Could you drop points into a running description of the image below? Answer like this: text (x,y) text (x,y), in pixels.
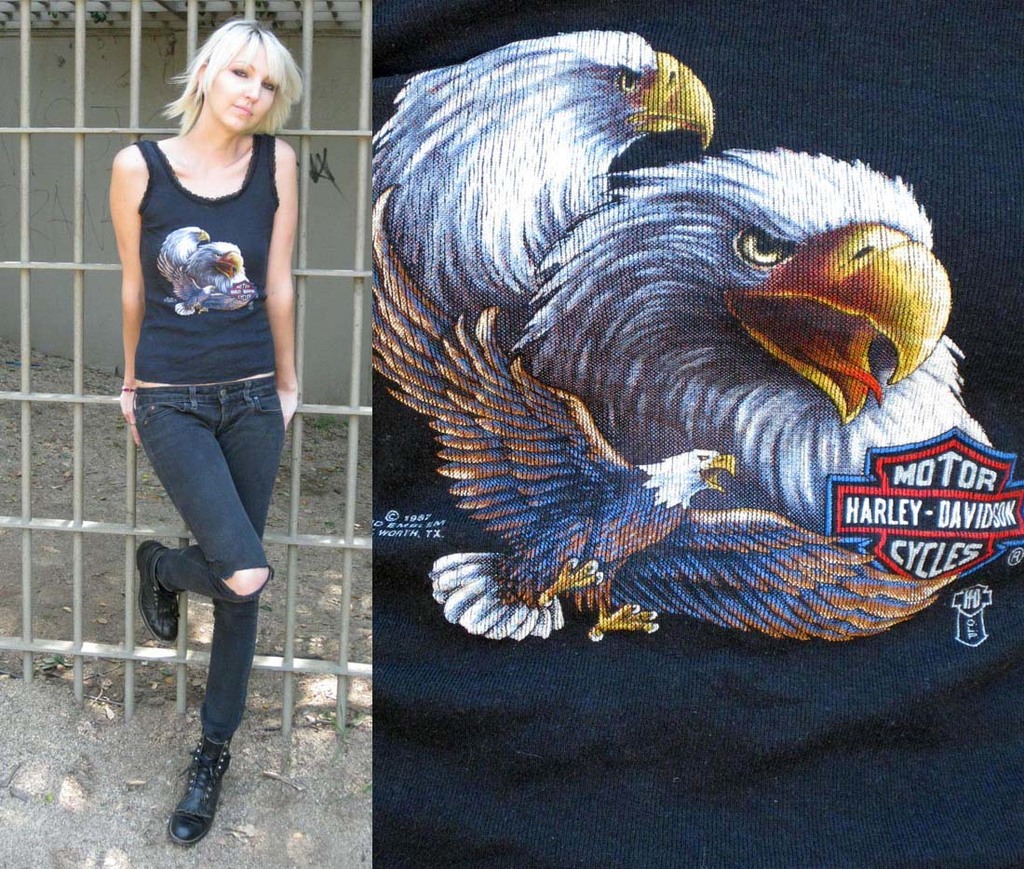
In this image I can see two collage photos where on the left side (278,62) I can see a woman (288,52) is standing and behind her I can see Iron bars (136,51). I can also see she is wearing black colour dress (213,388) and black shoes (147,588). On the right side (699,249) I can see depiction of few birds (775,481) and I can also see something is written on the right side (949,482).
